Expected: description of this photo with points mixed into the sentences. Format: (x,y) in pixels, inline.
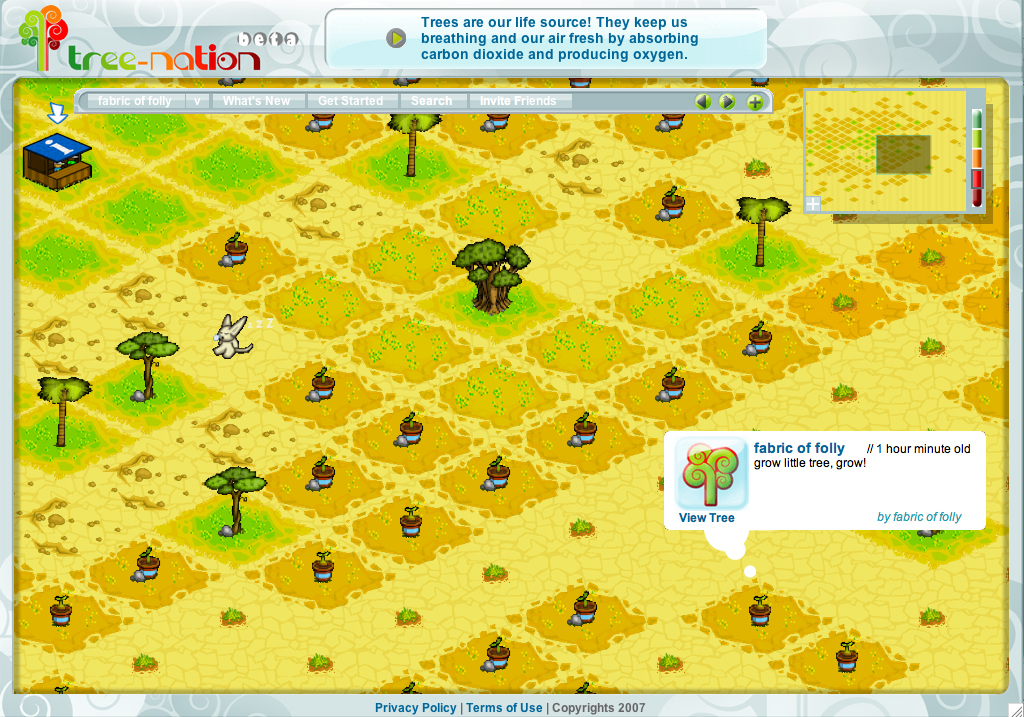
In this image there is a screenshot of a game, in this there are trees (742,209), plants (678,392) and an animal (235,345), at the top (533,35) there is some text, in the bottom right (894,523) there is some text (771,461), at the bottom (393,706) there is some text (519,703).
